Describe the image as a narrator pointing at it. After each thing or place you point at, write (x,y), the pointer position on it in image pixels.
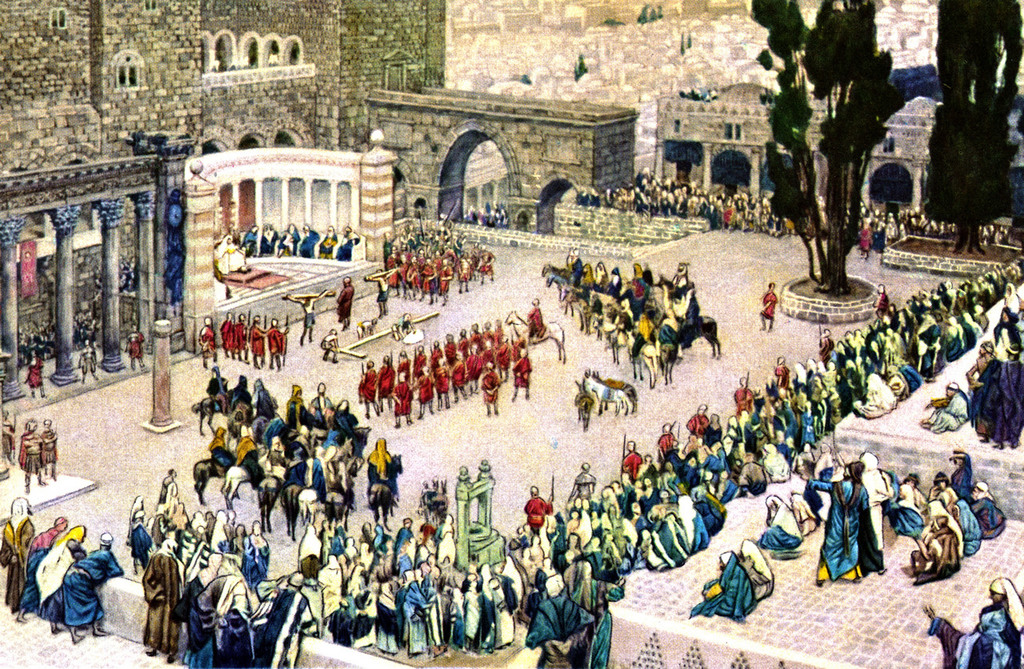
This is an edited picture. I can see group of people (645,333) sitting on the horses (630,341), there are group of people (961,288) standing and sitting, there are ancient architectures (256,172), pillars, there are trees (1004,160) and some other objects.
